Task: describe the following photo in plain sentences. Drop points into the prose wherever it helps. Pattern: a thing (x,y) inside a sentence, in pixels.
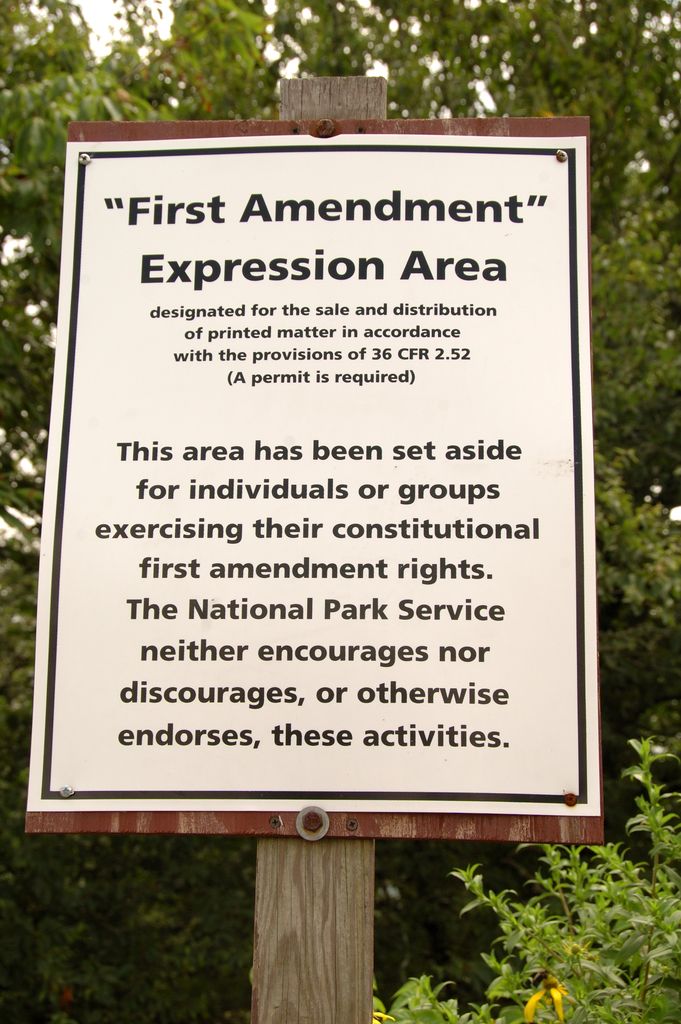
In the foreground of the picture (238,716) there are board (280,488), pole (290,997) and tree (553,921), on the board (340,547) there is text (444,458). In the background (610,352) there are trees (202,59).
